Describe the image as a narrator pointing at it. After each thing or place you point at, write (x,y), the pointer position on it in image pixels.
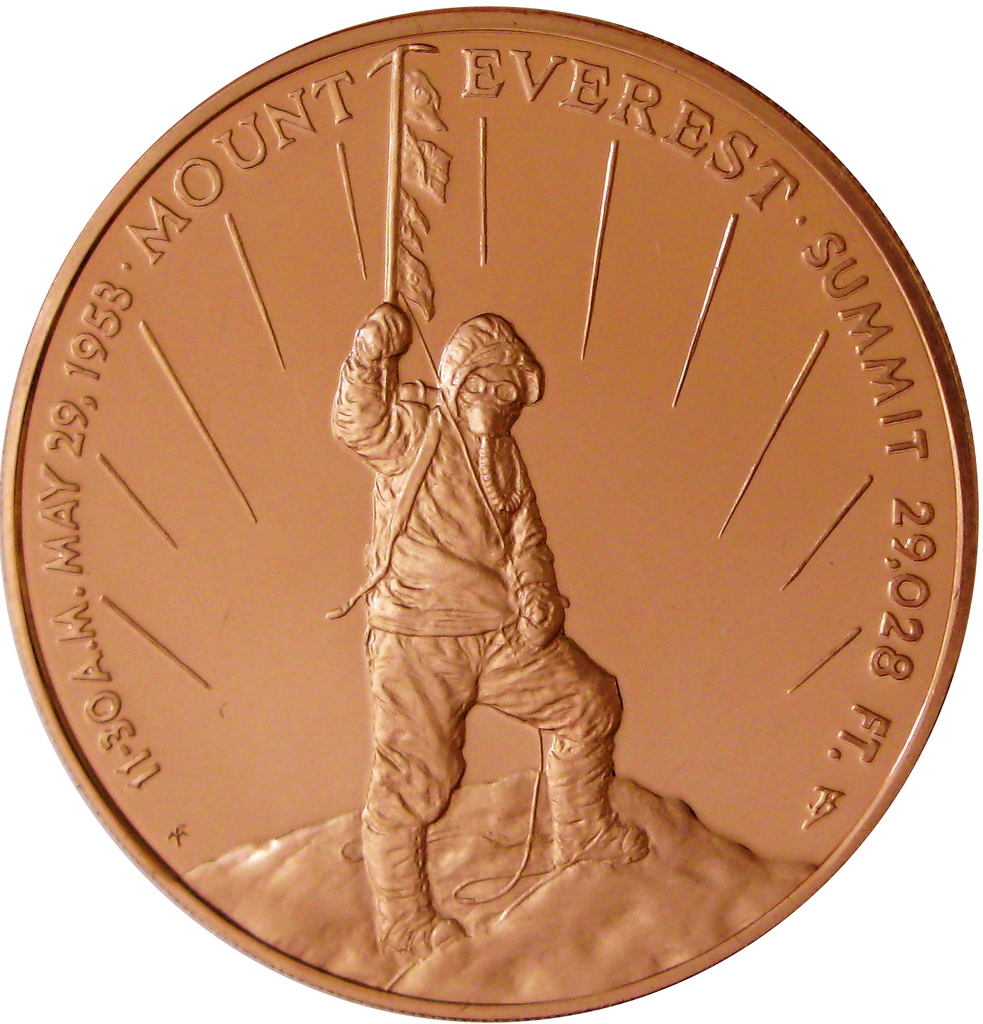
It is a coin (779,320) which is in copper color and in this a man (490,383) is standing.
